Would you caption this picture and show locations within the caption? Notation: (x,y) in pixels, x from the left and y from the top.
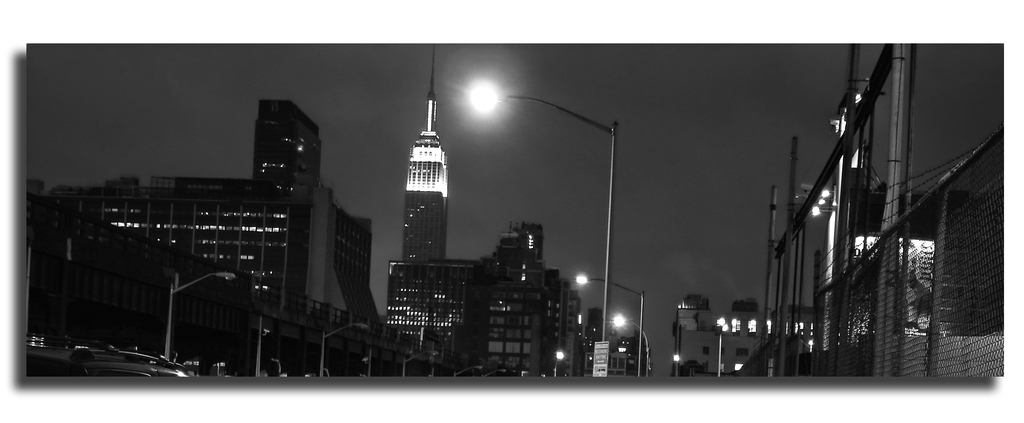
Here we can see black and white image. In the image we can see there are tower buildings (342,251), light poles (606,339) and there are vehicles (104,358). Here we can see the fence (938,281) and the light (481,91).
